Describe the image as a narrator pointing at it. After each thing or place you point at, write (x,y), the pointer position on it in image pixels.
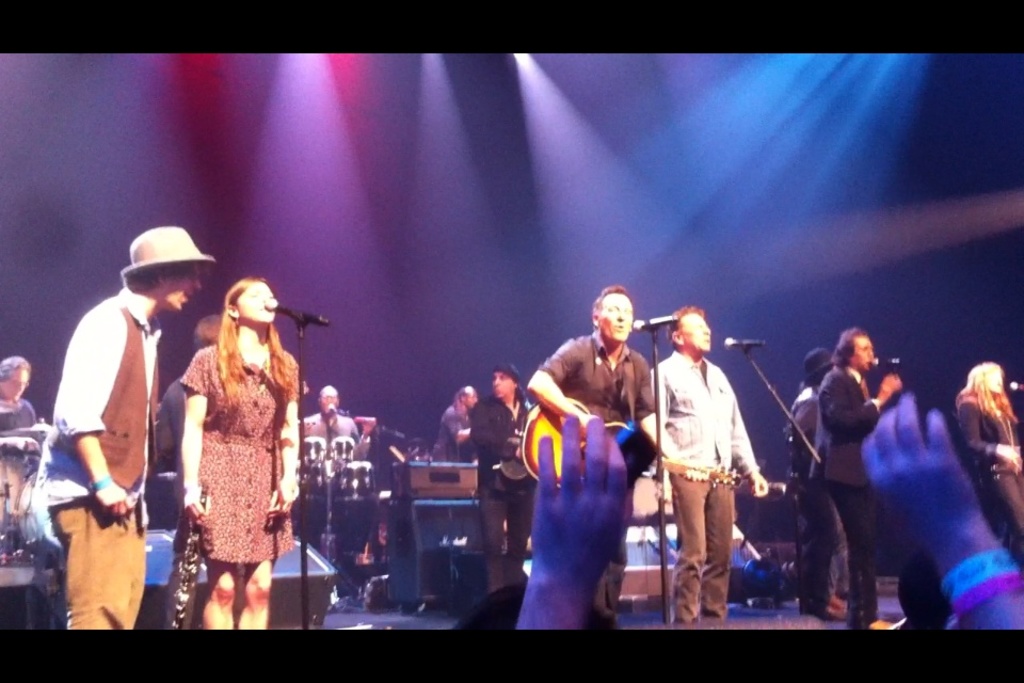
In the center of the image (605,410) we can see group of persons (857,411) performing on dais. In the background (306,456) we can see musical instruments (353,462) and lights (270,205).
